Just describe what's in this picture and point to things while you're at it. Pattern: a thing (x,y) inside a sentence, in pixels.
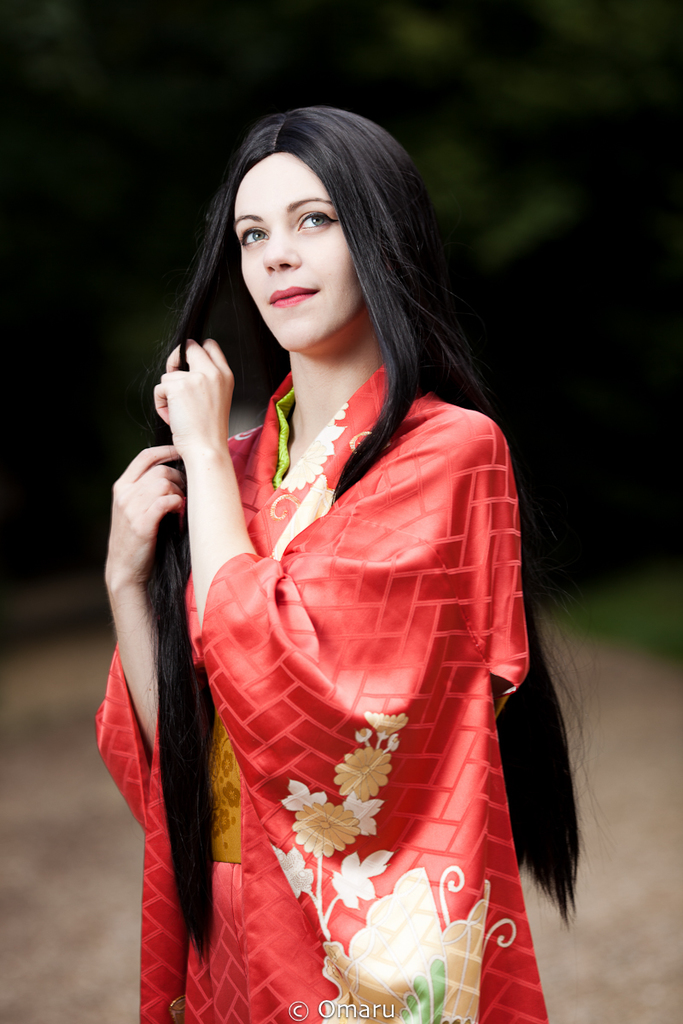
In this image we can see a lady person (325,652) who is wearing red color dress (343,702) and in the background (211,177) image is blur.
